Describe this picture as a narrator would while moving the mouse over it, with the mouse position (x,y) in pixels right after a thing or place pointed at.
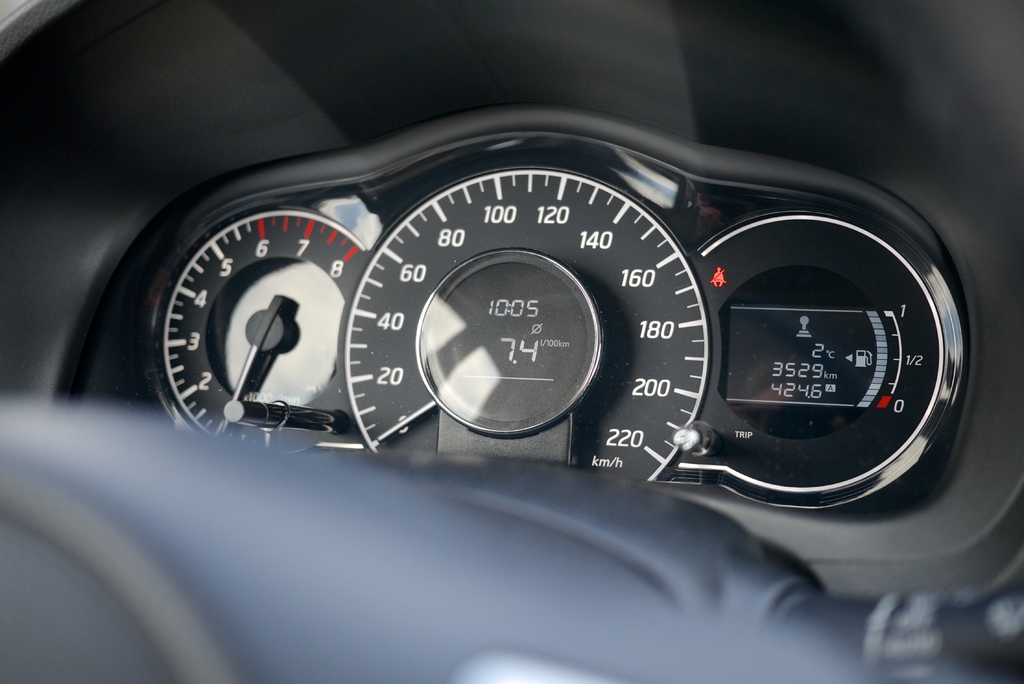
In the picture I can see speedometers (629,386) and some other things (830,424). The image is little bit blurred.
